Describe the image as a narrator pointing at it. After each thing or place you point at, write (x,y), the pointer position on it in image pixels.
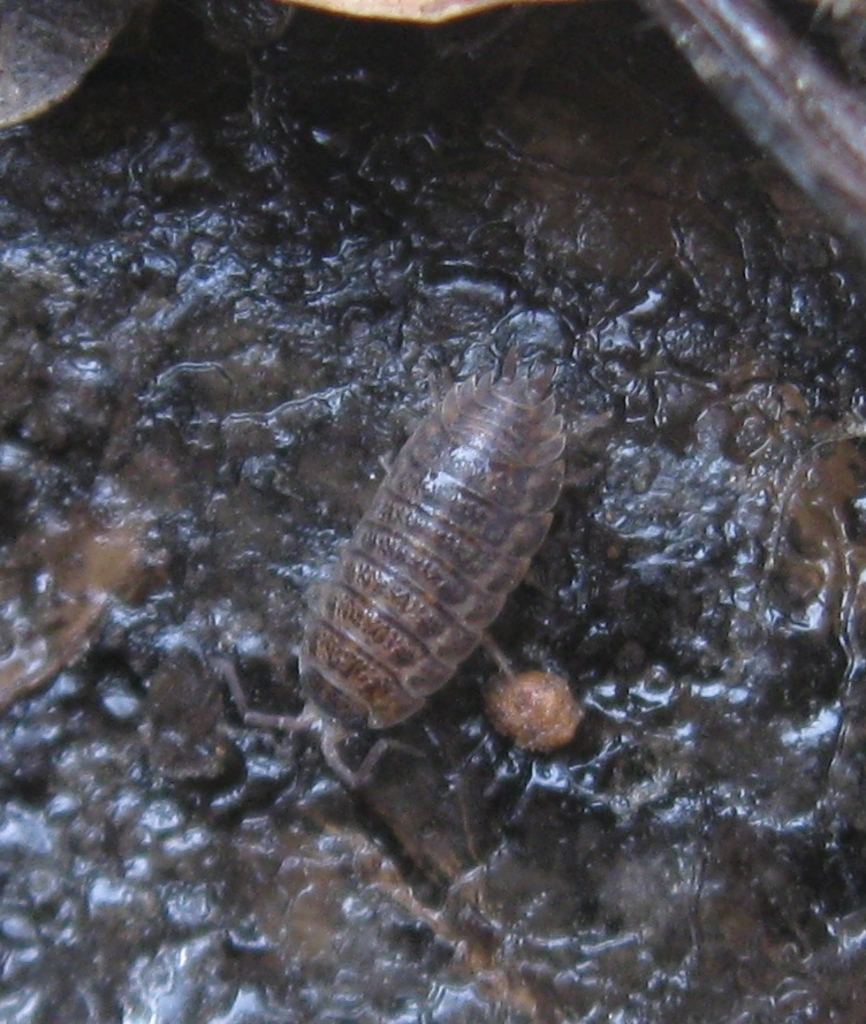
In this image I can see an insect (334,692) which is brown and black in color on the black colored surface (385,364).
